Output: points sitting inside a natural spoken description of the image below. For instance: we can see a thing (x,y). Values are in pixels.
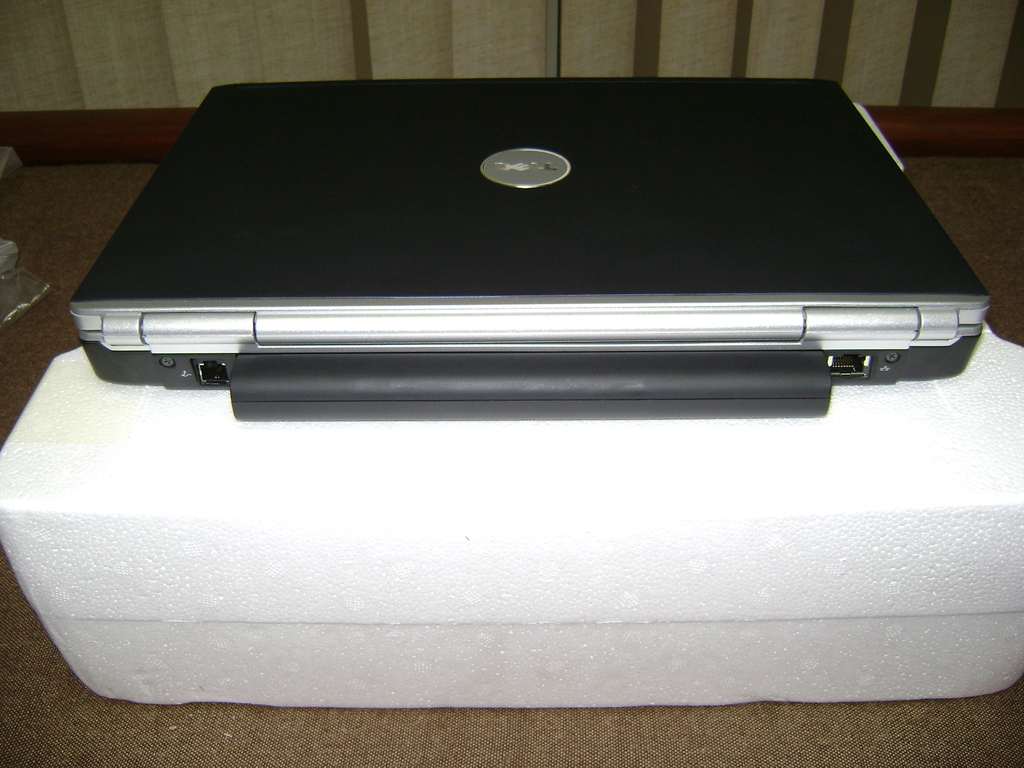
In this picture there is a netbook (539,268) in the center of the image (659,268), on a polystyrene (123,583) in the image.
